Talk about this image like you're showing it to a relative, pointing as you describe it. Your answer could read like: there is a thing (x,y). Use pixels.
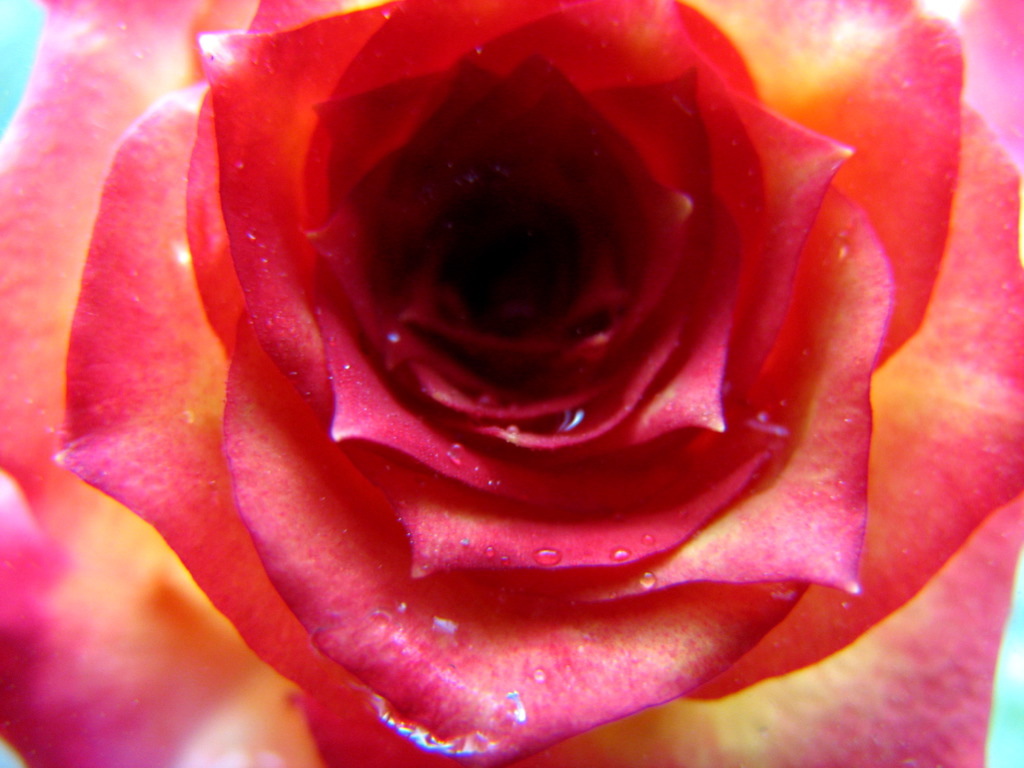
In this image there is a rose flower (399,394) with water droplets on its petals (310,328).
